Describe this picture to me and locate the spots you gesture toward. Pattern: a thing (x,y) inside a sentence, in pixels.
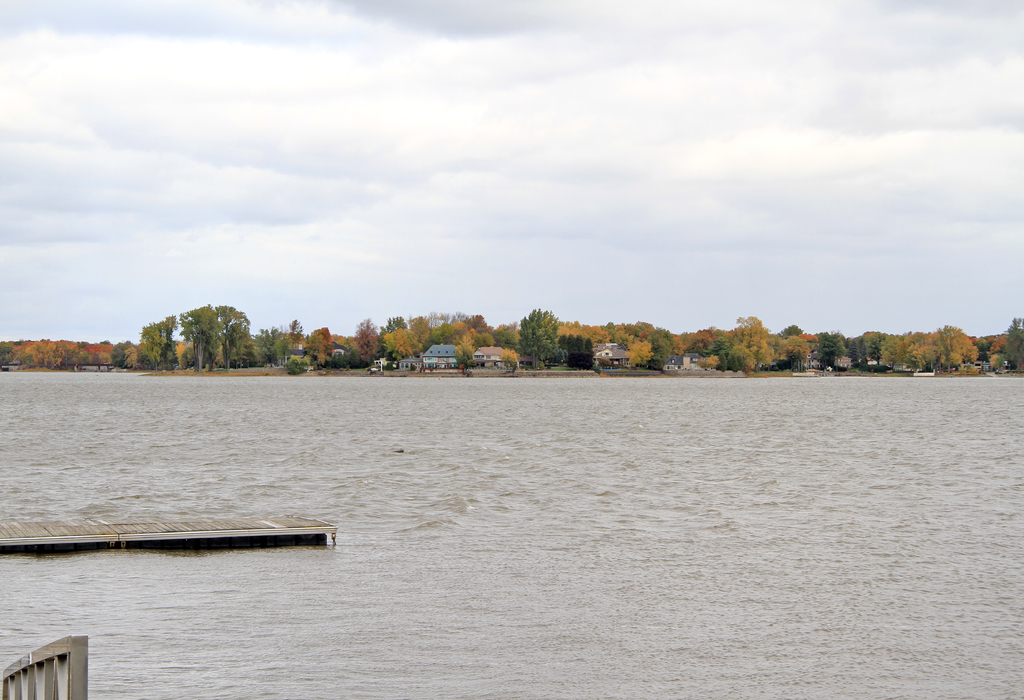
In this image we can see a dock (279,531) and a water body (629,532). In the background (360,343), we can see buildings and trees (375,338). At the top of the image (422,172), we can see the sky (636,119) with clouds (497,48). It seems like a railing (64,673) in the left bottom of the image (16,676).
